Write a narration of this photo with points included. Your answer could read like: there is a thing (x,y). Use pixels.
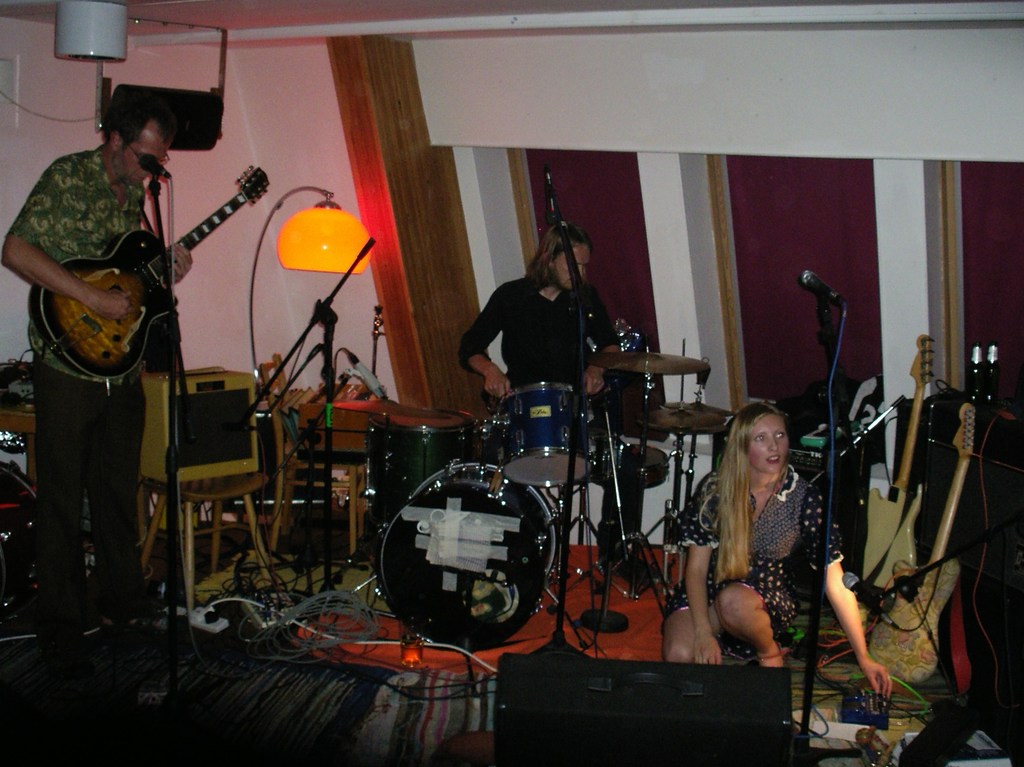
In this picture i could see three persons (605,490) playing some musical instruments (464,541) like guitar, drums (475,534) and in the background (742,241) i could see some red color wall (760,238) and a lamp (314,244).
